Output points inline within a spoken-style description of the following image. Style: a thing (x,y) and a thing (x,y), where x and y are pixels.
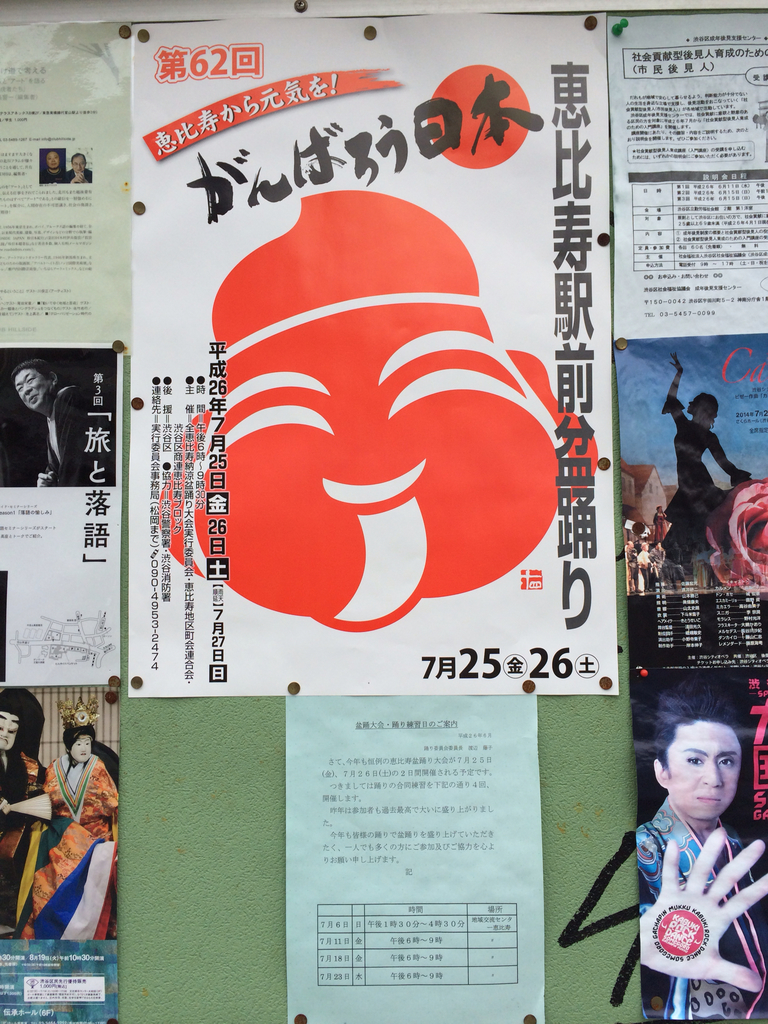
In this picture I can see number of posters (353,366) in front (81,587) and on it I can see something is written and I can also see few images (316,575) of persons (741,907) and I can see the pins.
